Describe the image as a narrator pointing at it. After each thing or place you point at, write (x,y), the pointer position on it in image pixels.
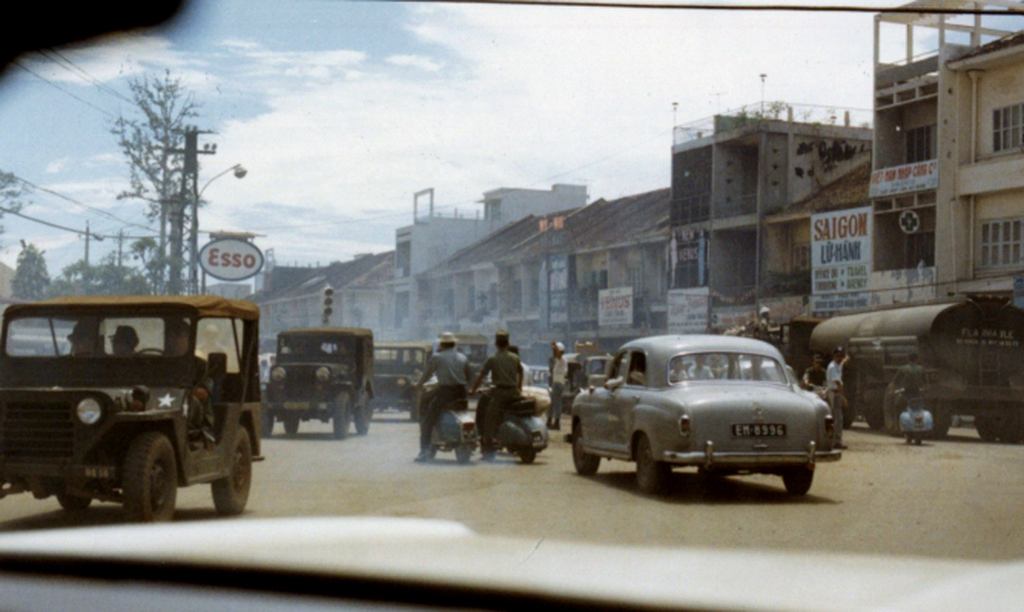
In the image we can see a windshield (148,573). Through the windshield (1004,594) we can see some vehicles (966,333) on the road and few people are standing. Behind them there are some trees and poles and sign boards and buildings (727,118). At the top of the image (465,149) there are some clouds (833,13) and sky (77,225).
